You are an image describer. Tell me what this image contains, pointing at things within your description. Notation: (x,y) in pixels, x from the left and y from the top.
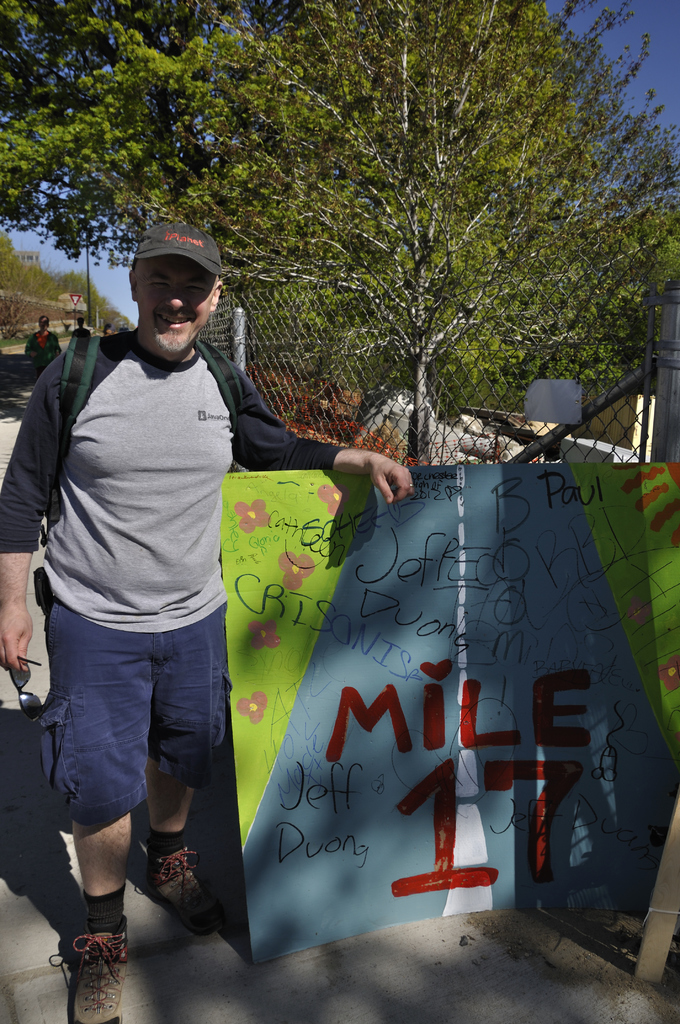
In this image I can see a person (192,453) is standing on the road (221,786) in front of a board (472,780). In the background (657,367) I can see a fence (353,307), trees (405,319), group of people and the sky (678,79). This image is taken on the road (44,895).
